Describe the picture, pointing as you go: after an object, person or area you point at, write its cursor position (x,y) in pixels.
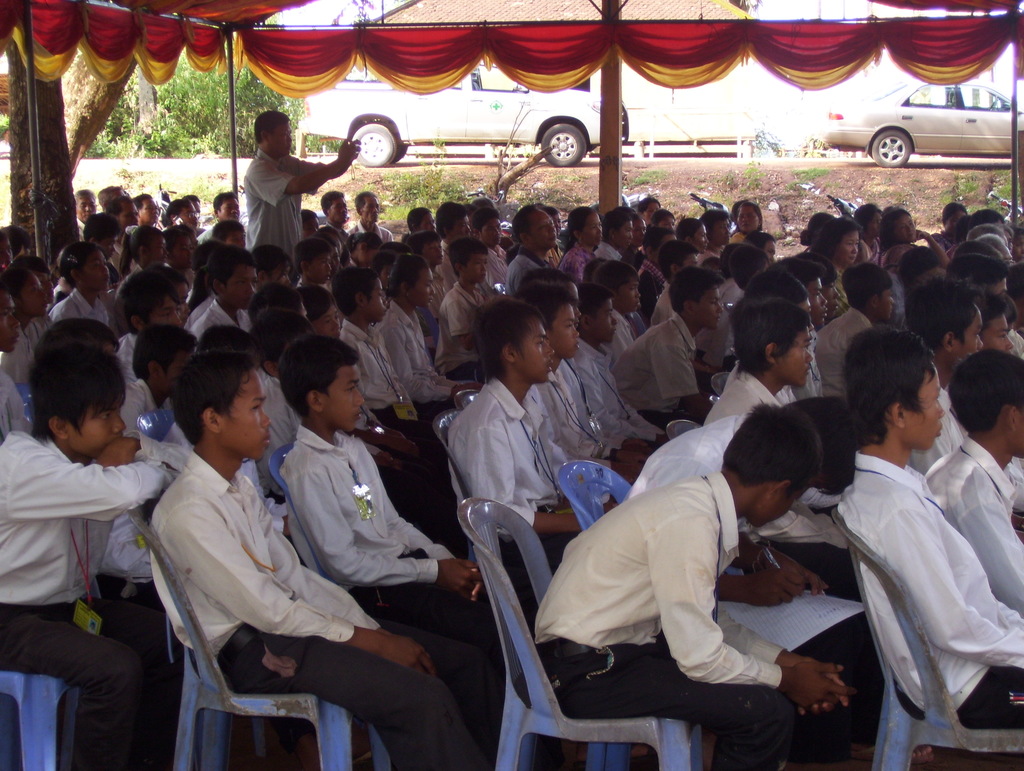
In this image we can see group of people (755,459) are sitting on the chairs (289,516) and there is a man (268,200) standing. Here we can see decorative clothes (407,54) and poles (31,40). In the background (249,123) we can see vehicles (448,120) and trees (188,128).
